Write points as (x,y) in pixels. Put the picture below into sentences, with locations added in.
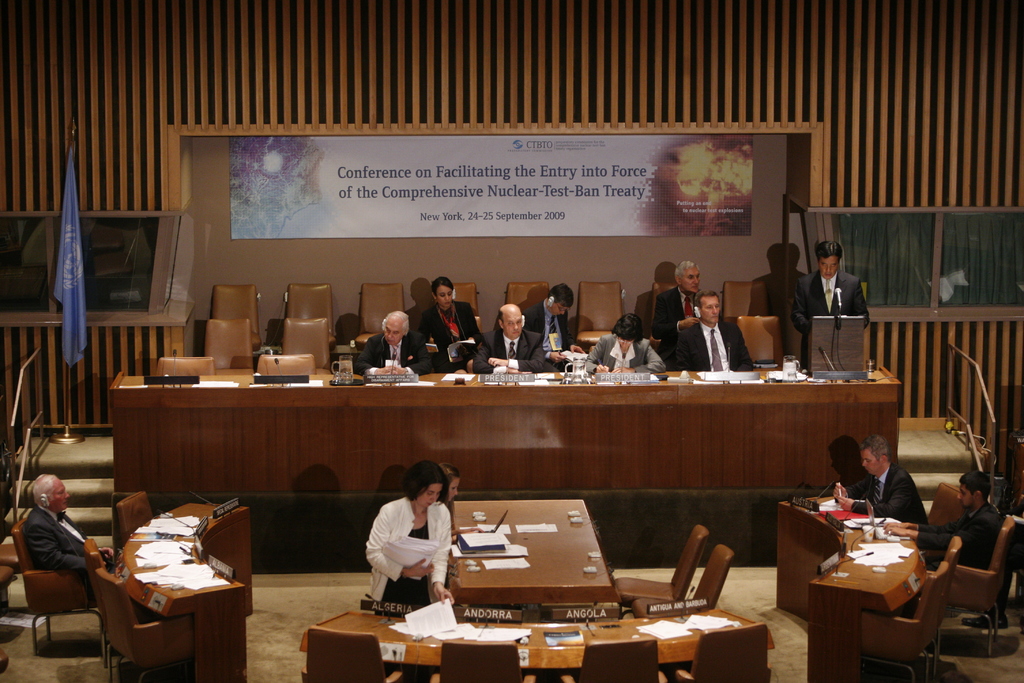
This is an image clicked inside the room (166,252). In the middle of the image (445,353) there are few people (530,360) sitting on the chairs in front of the table (556,430). On the bottom of the image (789,555) there are few more tables (509,584). On the left side of the image (66,221) there is a flag (66,248). On the bottom of the image (434,539) there is a woman (413,521) wearing white color jacket (434,522) and holding papers (431,547) in her hand (418,574).
